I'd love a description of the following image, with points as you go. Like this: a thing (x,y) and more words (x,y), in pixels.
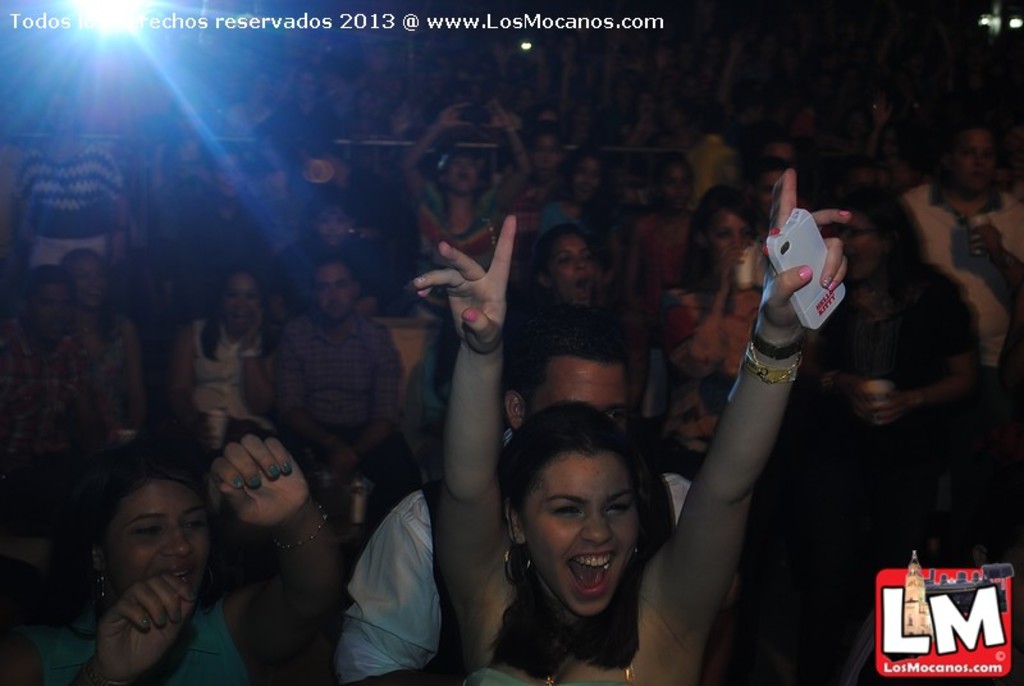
There are people (442,244) some are standing and sitting in the foreground area of the image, there is light (129,48) in the background (1006,20) and text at the top side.
